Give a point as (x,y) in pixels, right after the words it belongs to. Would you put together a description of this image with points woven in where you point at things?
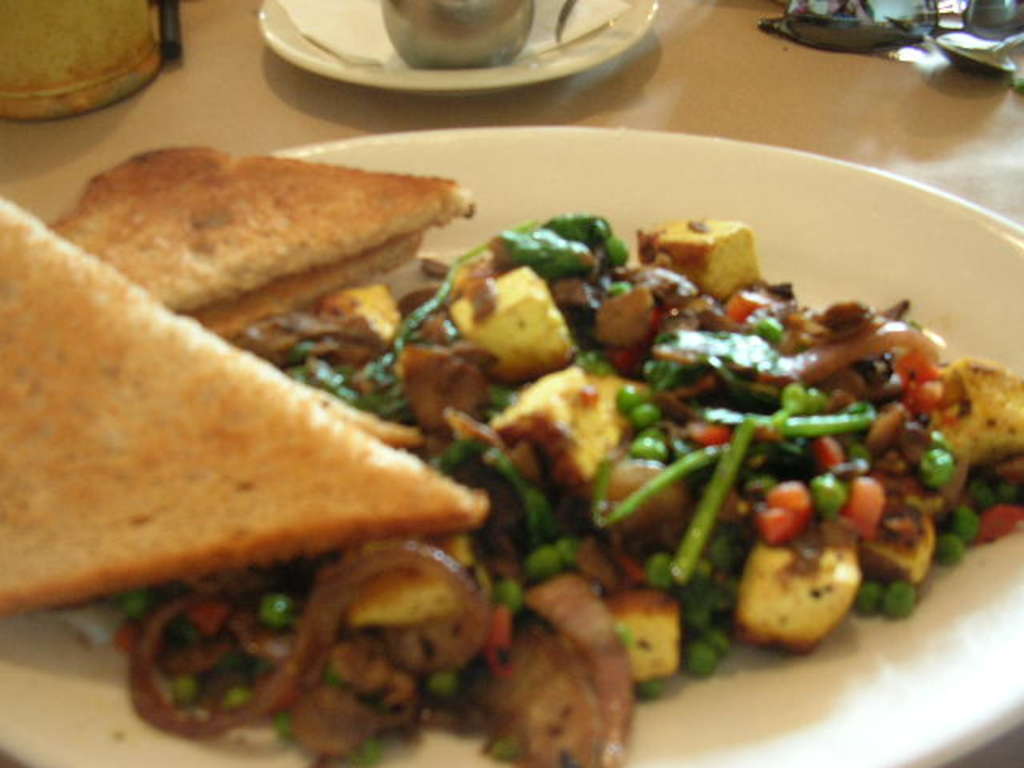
Here we can see plates (605,40), food (338,430), tissue paper (355,52), and objects (854,24) on a platform (83,173).
